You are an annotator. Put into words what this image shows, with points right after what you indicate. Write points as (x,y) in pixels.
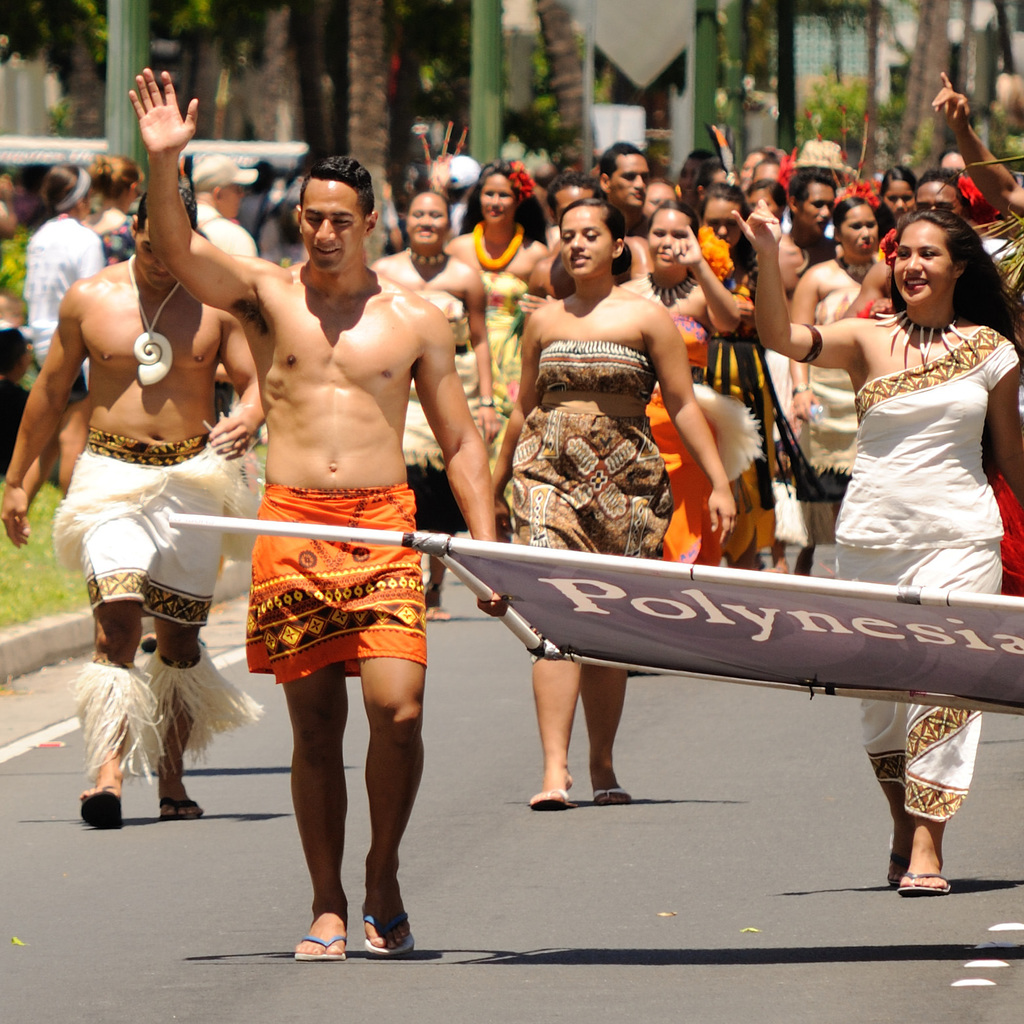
In this picture there are people (763,412) walking on the road (481,669) and we can see banner (1000,665) and grass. In the background of the image (6,244) it is blurry and we can see people (49,232) and trees (673,79).
